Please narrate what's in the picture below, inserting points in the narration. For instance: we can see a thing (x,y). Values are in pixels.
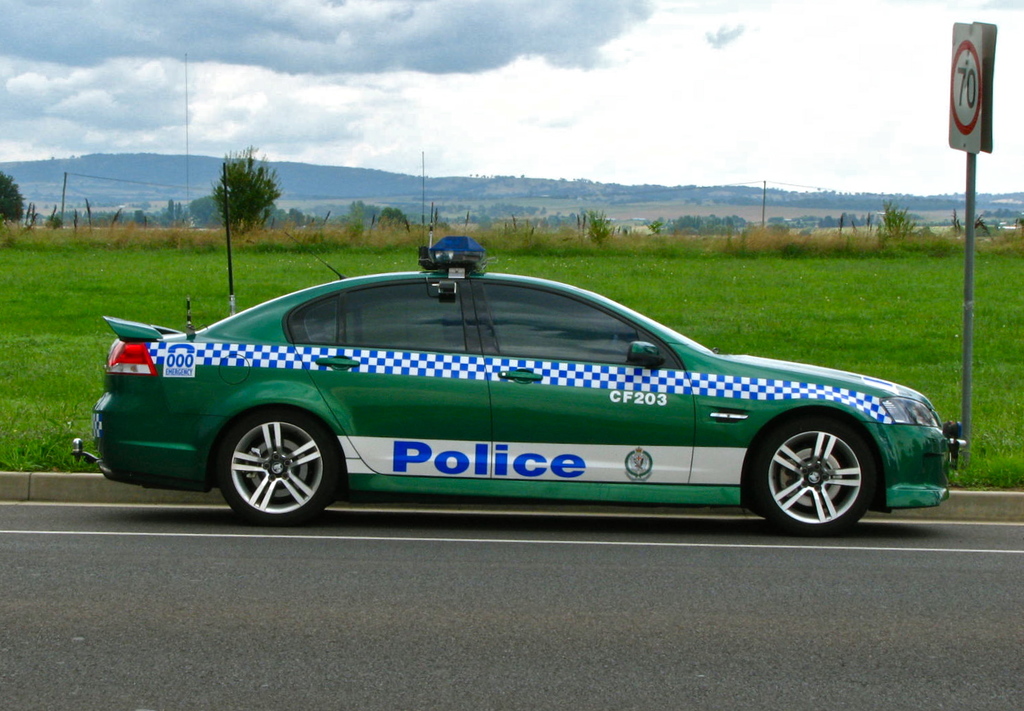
In this image there is the sky (443,88) towards the top of the image (579,72), there are clouds (645,58) in the sky (584,83), there are mountains (140,155), there are plants (253,195), there are poles (424,195), there are wires (141,181), there is grass (864,232), there is a board (964,43), there is number (966,74) on the board (964,81), there is road (527,613) towards the bottom of the image (627,629), there is a car (374,412) on the road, there is text (498,464) on the car (596,422), there are numbers (654,402) on the car (483,439).
